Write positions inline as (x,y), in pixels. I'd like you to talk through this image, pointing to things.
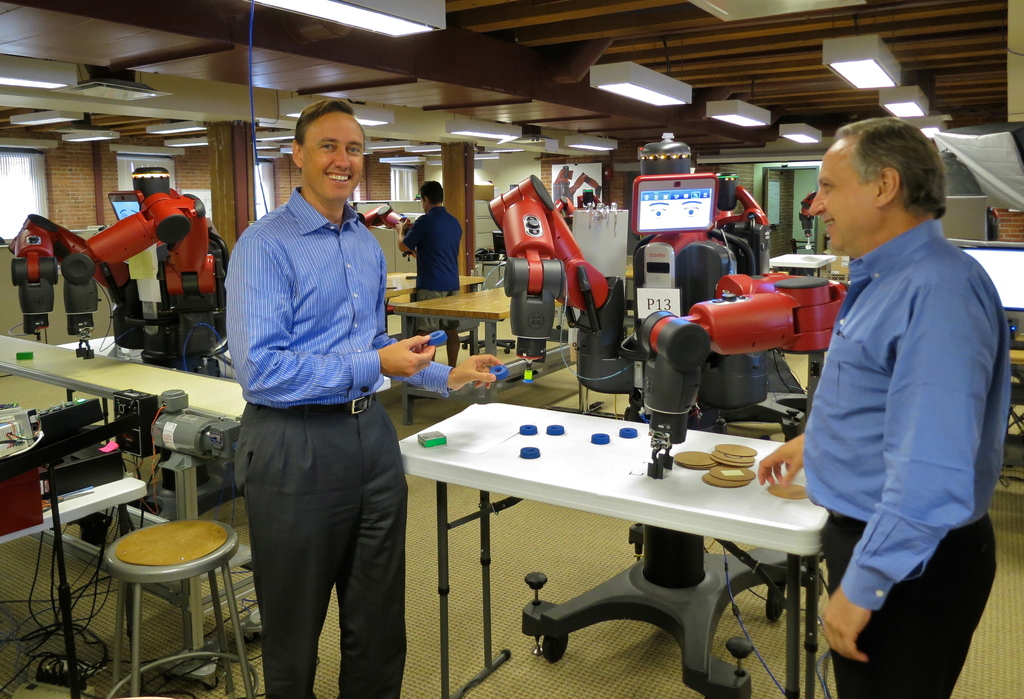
In the foreground of the picture (313,302) there are people (871,415), machine (641,410), table (471,453), cards (716,464) and some other objects (532,449). On the left (145,352) tables (126,501), stool (114,555), cables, machines (46,429). In the background (193,235) there are tables (404,303), machine (398,209), person (432,235) and other objects (575,181). At the top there are lights (621,64) in the ceiling (217,69). In the background (285,189) there are windows (29,200), walls (373,177) and door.
